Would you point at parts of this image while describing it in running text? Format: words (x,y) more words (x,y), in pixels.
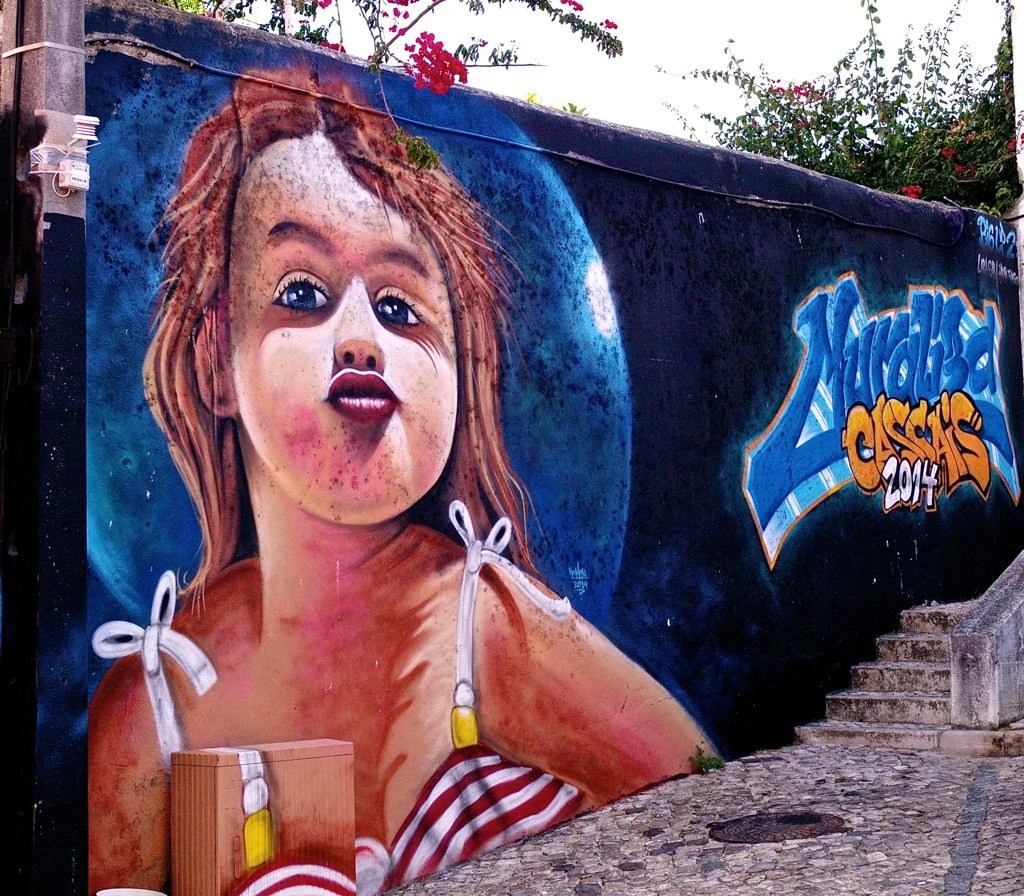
This picture contains the wall graffiti (417,482). On the right side (985,690), we see the staircase (943,684). On the left side (62,35), we see a pole (57,53). There are trees (763,125) in the background (886,100). At the top (687,65), we see the sky (619,106).
